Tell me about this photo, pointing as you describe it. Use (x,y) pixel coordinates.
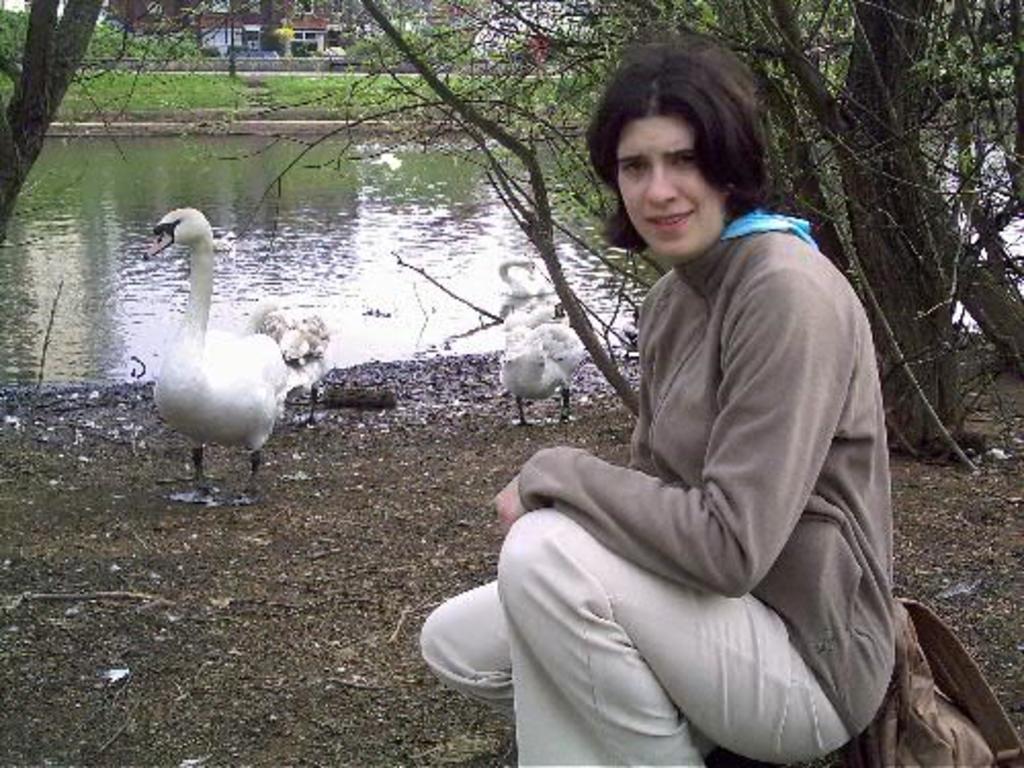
In this picture I can see a human (649,756) and few buildings (213,18) and trees (1008,133) and I can see few swans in the water (355,300) and couple of them (272,414) on the ground (249,483) and I can see a bag (909,722) on the ground (355,674).
